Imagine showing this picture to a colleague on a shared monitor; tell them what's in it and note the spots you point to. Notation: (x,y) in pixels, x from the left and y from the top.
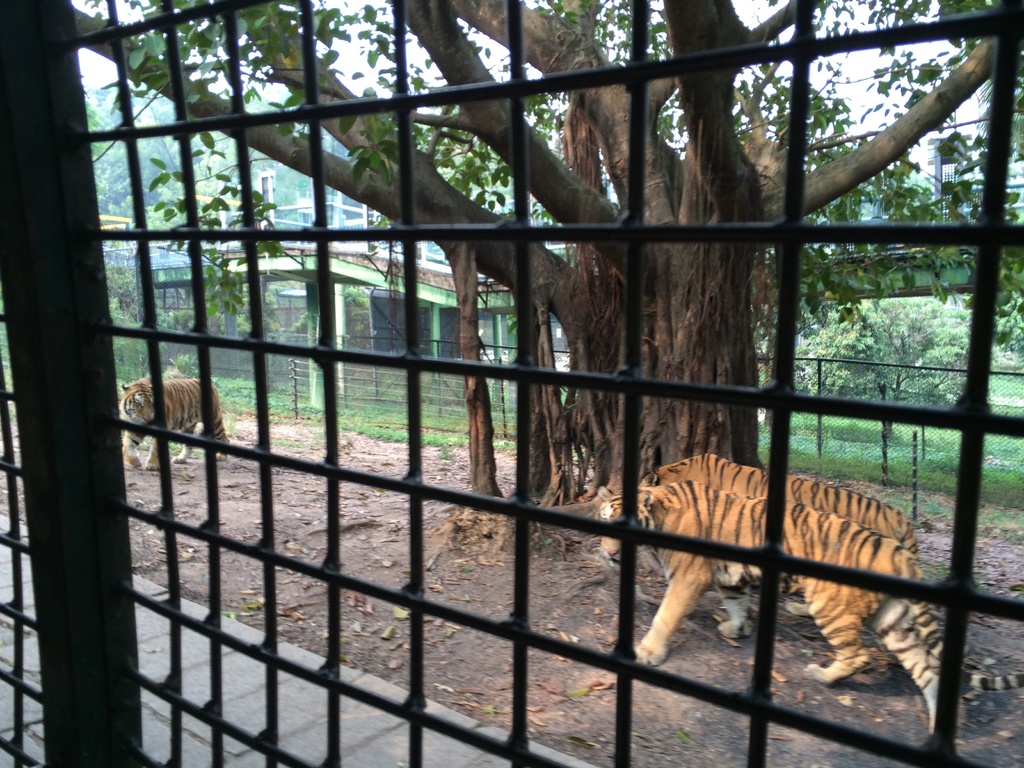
In this image we can see a grille (633,242), there are three tigers (766,539) on the ground (353,497) and there is a tree (480,446) beside the tiger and in the background (398,285) there is a shed (429,309), fence (897,380), grass (971,442), tree (956,378) and sky (923,60).
